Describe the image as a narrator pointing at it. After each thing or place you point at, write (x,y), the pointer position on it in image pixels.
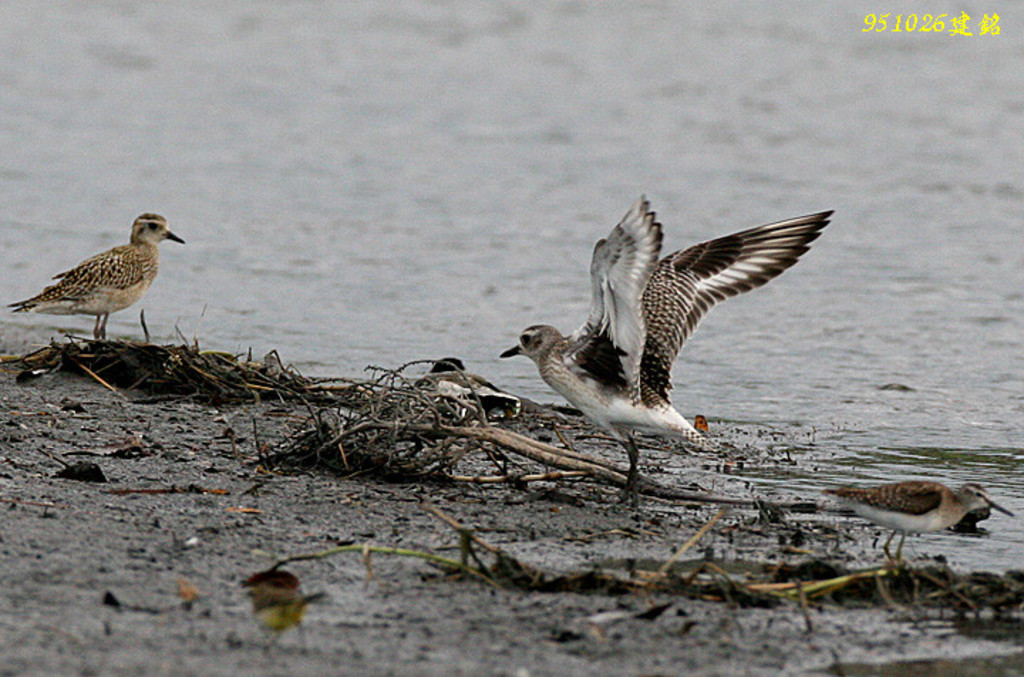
Here we can see three birds (917,512) and this is water (831,183). There is a blur background (64,60).
